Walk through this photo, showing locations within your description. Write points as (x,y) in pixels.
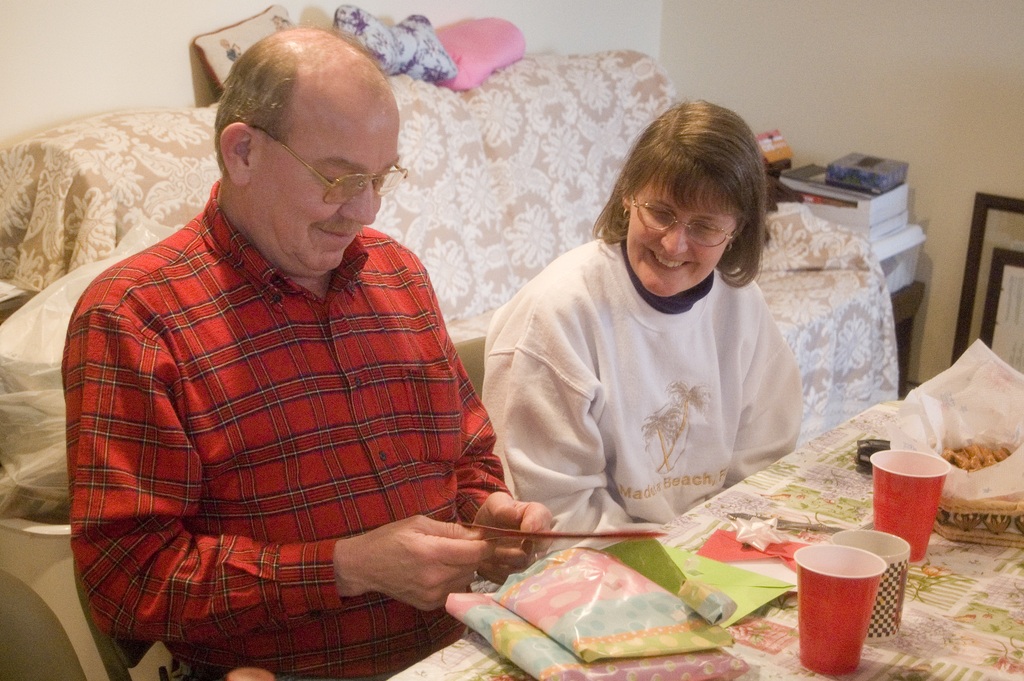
This is the man (359,578) and woman (513,482) sitting and smiling. I can see a table (964,593) covered with a cloth (962,591). These are the glasses (875,568), cup (888,565), envelope (726,547) and few other objects (594,632) placed on the table (939,542). This looks like a couch (521,204). I think these are the small cushions (419,44). I can see an object (19,490), which is behind the man (81,411). These are the books (867,194), which are placed on the table (910,318). On the right corner of the image (984,276), I think this is a frame (996,251).
